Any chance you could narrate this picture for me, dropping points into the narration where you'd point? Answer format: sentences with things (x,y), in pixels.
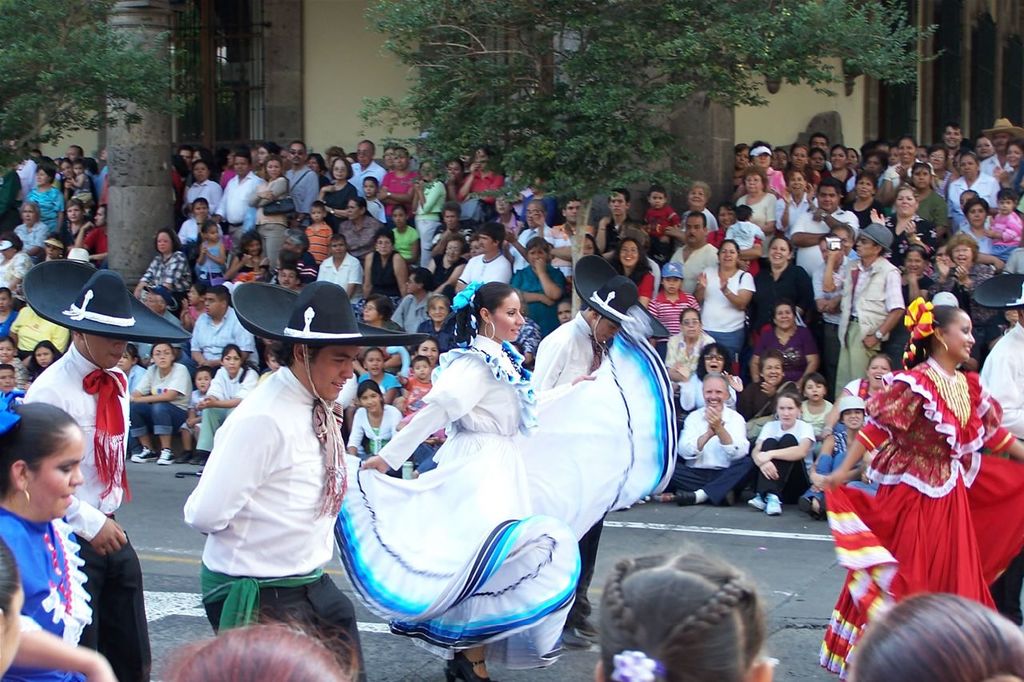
In this picture there are people (780,172) and we can see road (178,464). In the background of the image (122,148) we can see trees (620,59) and building (733,118).
